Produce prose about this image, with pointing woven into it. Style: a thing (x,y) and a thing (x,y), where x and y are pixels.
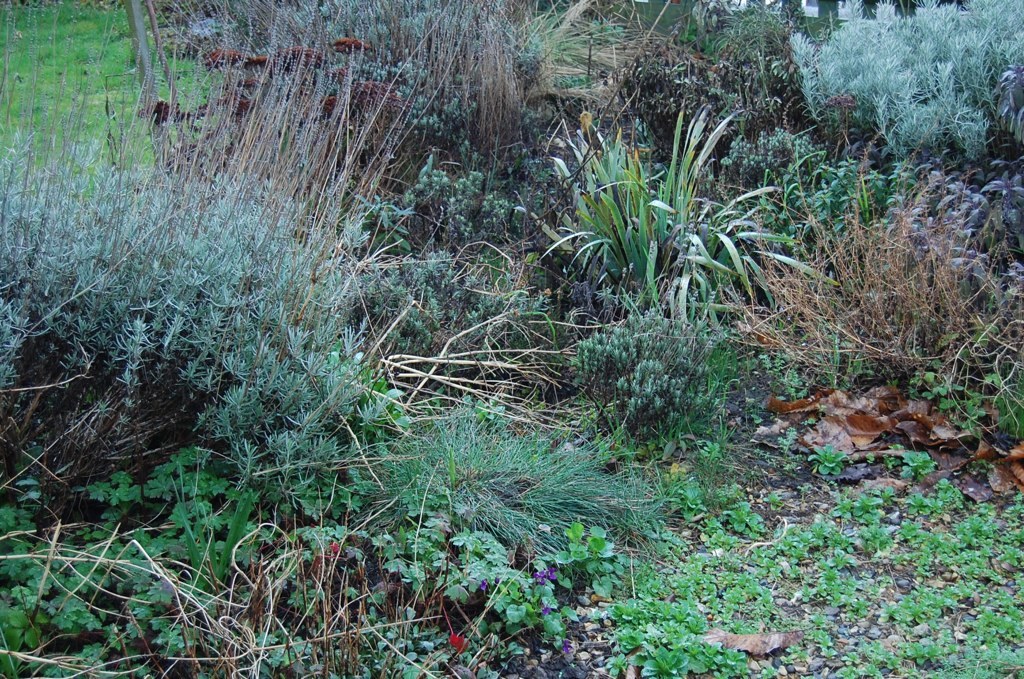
In the picture we can see a surface (1018,676) with small plant saplings (986,575), grass plants (440,425), and other different kinds of plants (456,382).
